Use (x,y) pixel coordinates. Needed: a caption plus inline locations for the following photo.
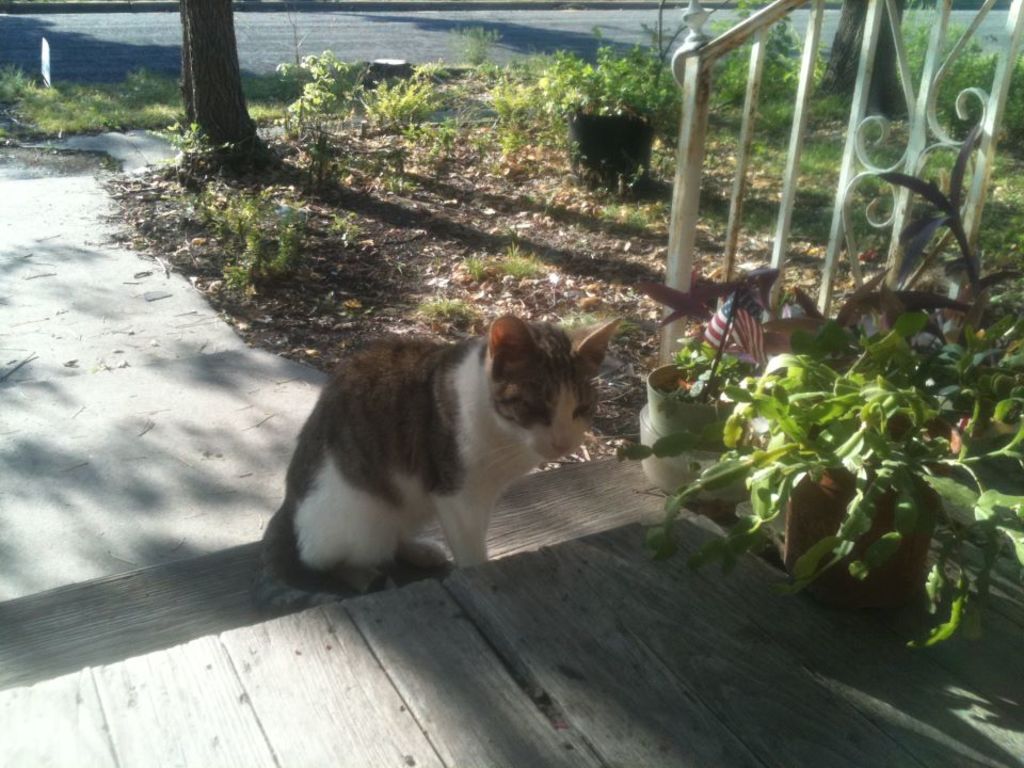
In this image I can see a cat (463,452) which is white, black and brown in color is on the wooden surface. I can see the road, few trees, the white colored railing (800,133) and some grass (756,144) on the ground (817,116).
